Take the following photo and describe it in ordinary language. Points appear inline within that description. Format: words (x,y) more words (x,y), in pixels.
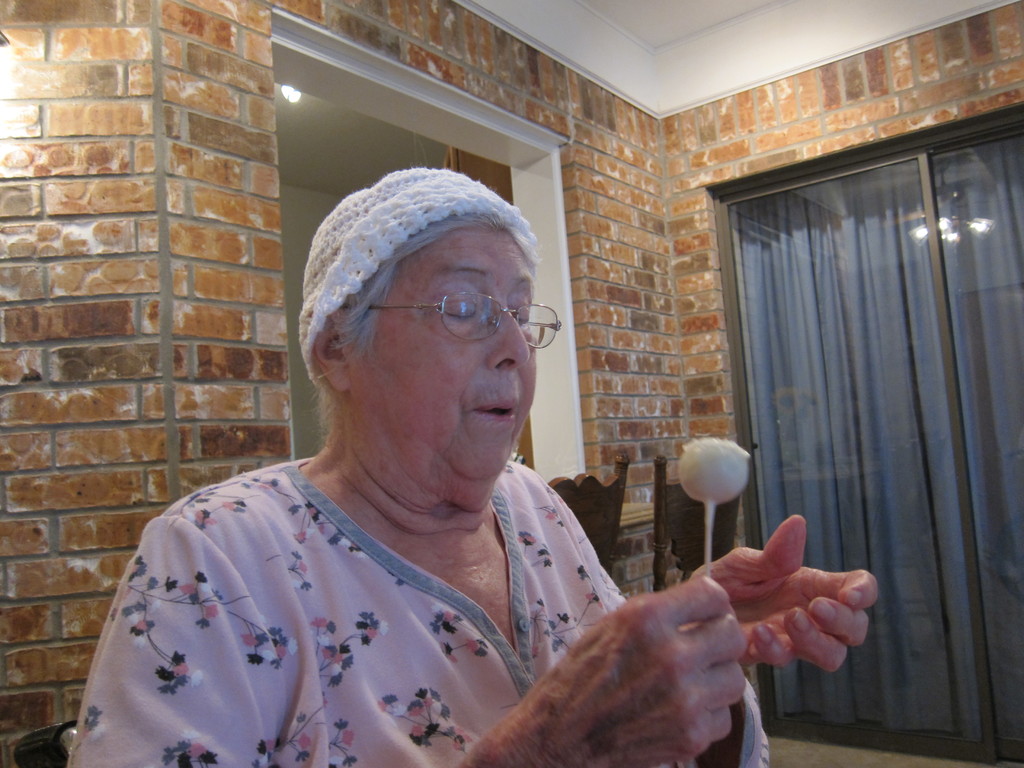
There is one women (401,620) at the bottom of this image (501,611) is holding a lollipop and wearing a white color cap (405,236). There is a wall (70,487) in the background (309,451). There are some chairs (656,524) as we can see in the middle of this image (621,502). There is a glass door (850,422) on the right side of this image (864,401).
